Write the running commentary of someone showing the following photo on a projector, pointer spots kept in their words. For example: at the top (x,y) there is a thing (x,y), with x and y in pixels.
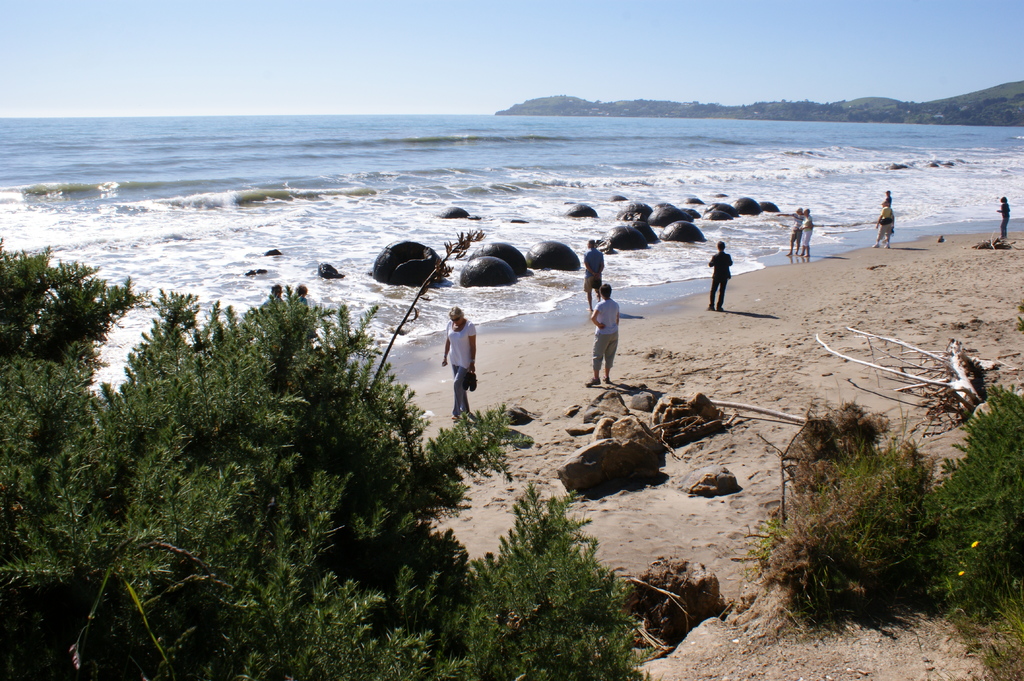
This picture shows water (381,301) and few rocks (680,213) and few people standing and few are walking and we see trees (983,466) and a blue clear Sky (464,83).
